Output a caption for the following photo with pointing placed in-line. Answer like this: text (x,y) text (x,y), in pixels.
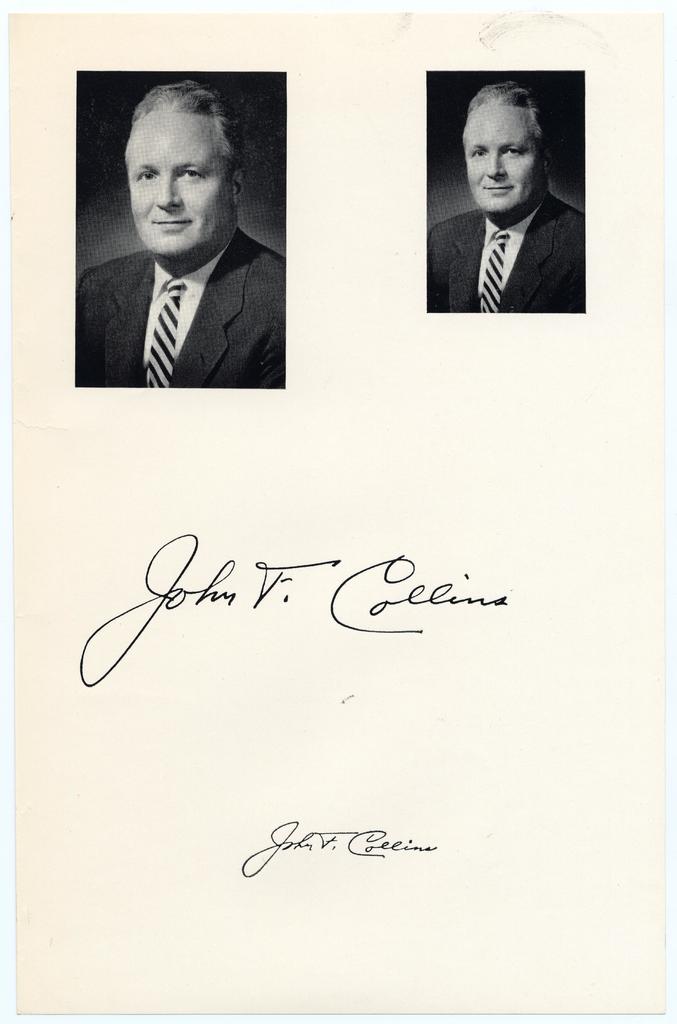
In this image we can see two black and white pictures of a person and two signatures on a paper (113,497).
